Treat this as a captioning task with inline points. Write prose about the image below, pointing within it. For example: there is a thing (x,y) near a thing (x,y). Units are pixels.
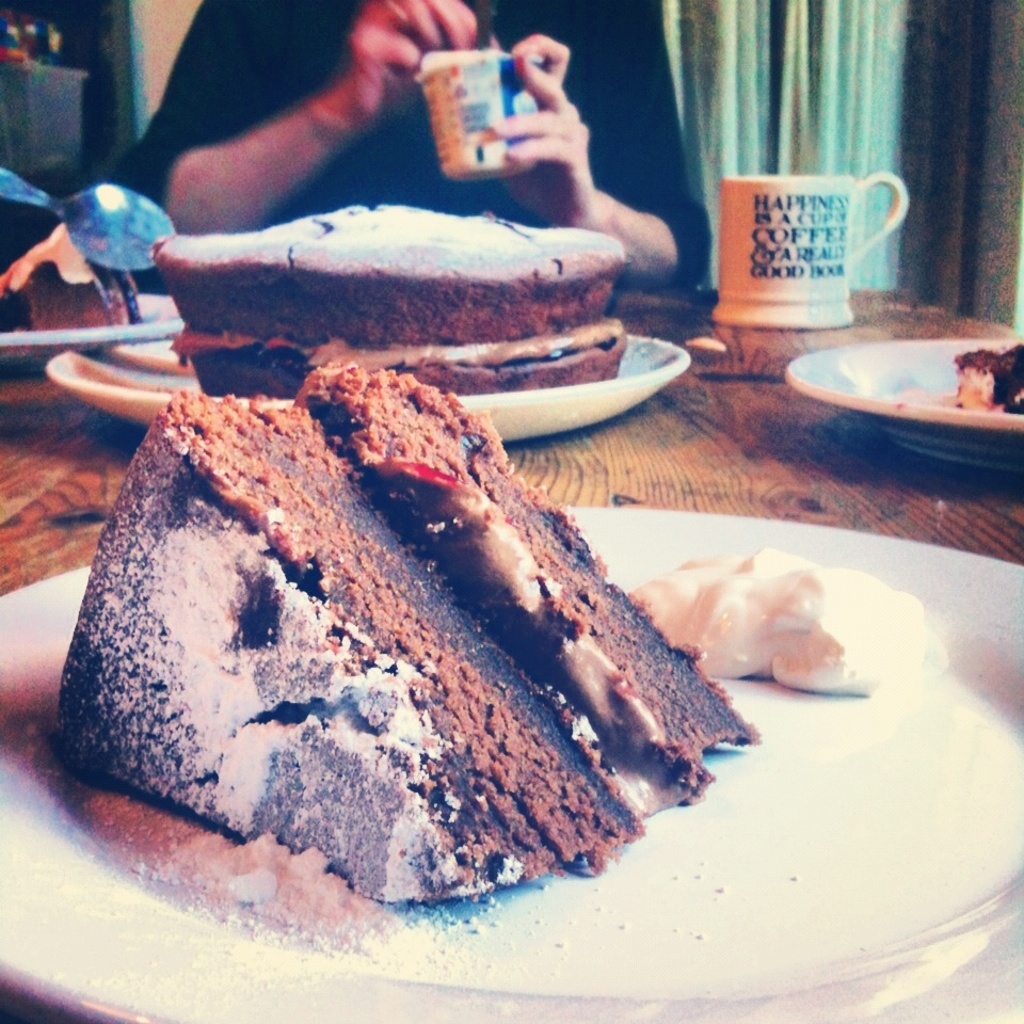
In this image I can see the brown colored table (731,431) and on the table (689,420) I can see few plates (660,382) and few cakes (497,584). I can see a cup (830,257) and a person (650,185) wearing black colored dress (615,147) is sitting and holding a cup (483,63). In the background (728,121) I can see the curtain (696,106) and few other objects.
